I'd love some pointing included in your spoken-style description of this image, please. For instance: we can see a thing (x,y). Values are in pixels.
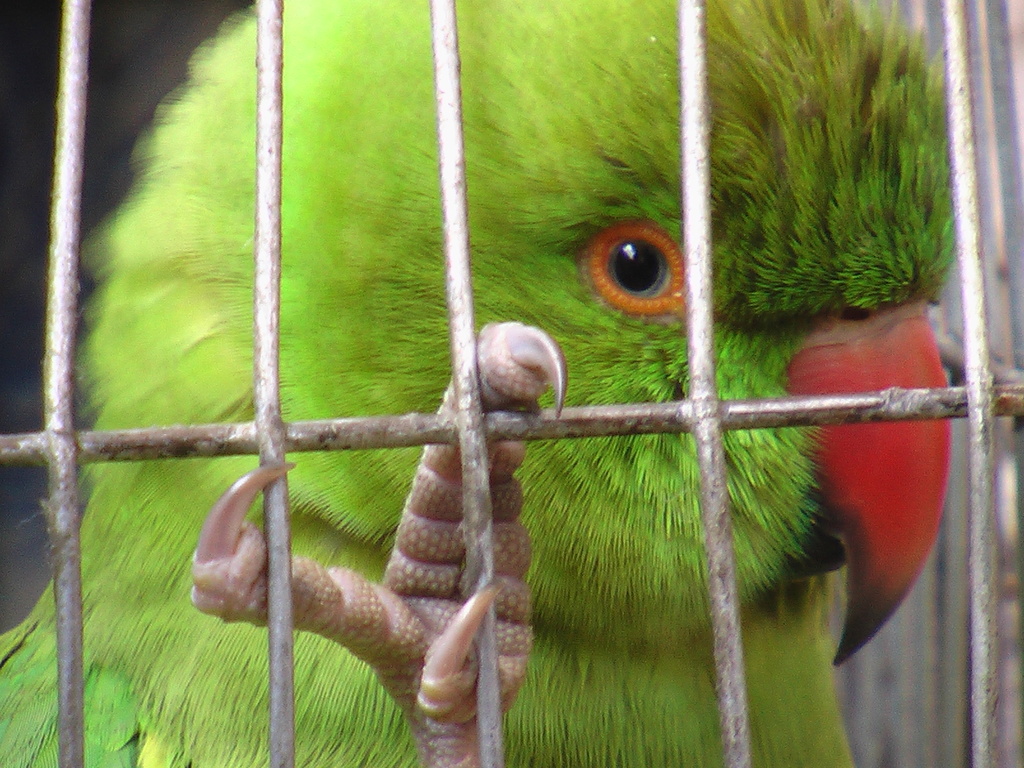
In this image there is a parrot (510,497) inside the grill (737,402).
